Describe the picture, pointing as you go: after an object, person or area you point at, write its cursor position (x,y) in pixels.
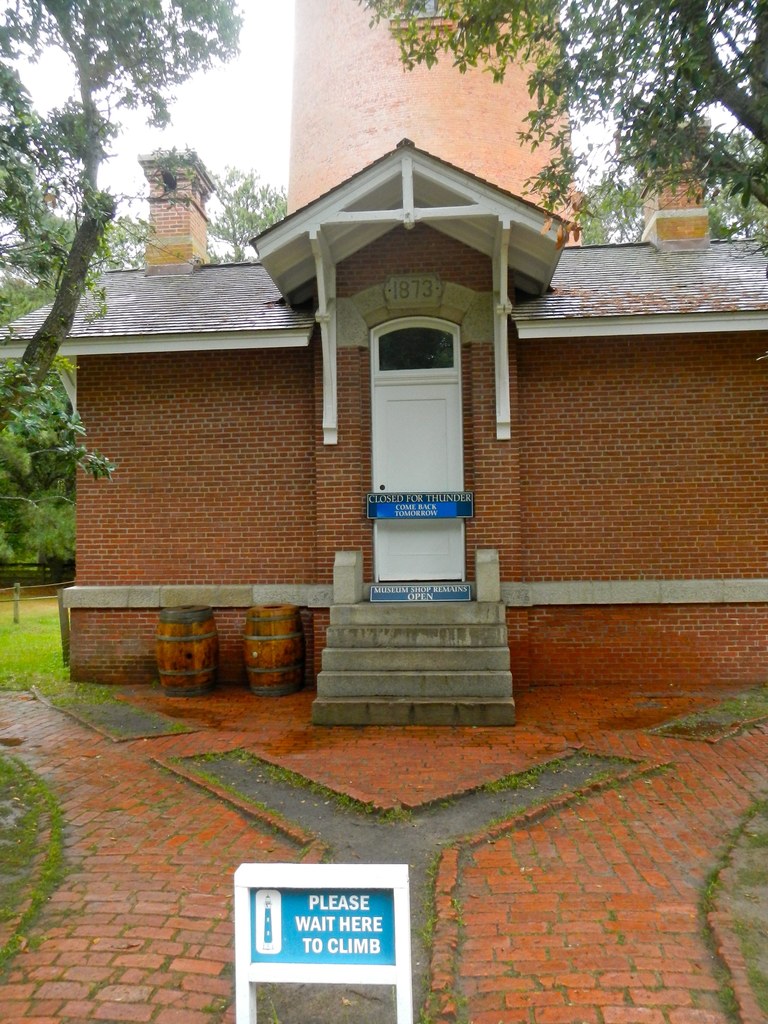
In this picture I can see boards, a house (349,631), barrels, grass (43,656), trees (245,185), it looks like a tower (383,60), and in the background (277,100) there is sky (262,115).
